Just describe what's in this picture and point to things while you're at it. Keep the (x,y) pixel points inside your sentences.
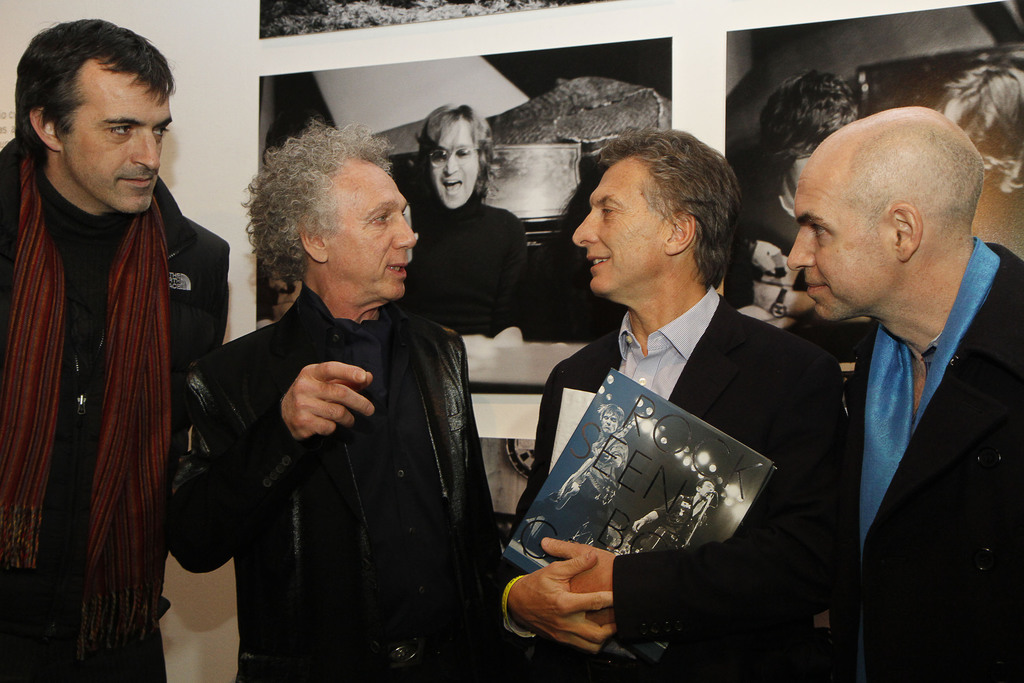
In this image we can see some group of persons (547,394) wearing black color dress (416,462) standing and discussing between themselves, one of the person (559,568) holding a book (620,528) in his hands (535,608) and in the background of the image (470,136) there are some pictures (507,156) attached to the wall (287,56).
